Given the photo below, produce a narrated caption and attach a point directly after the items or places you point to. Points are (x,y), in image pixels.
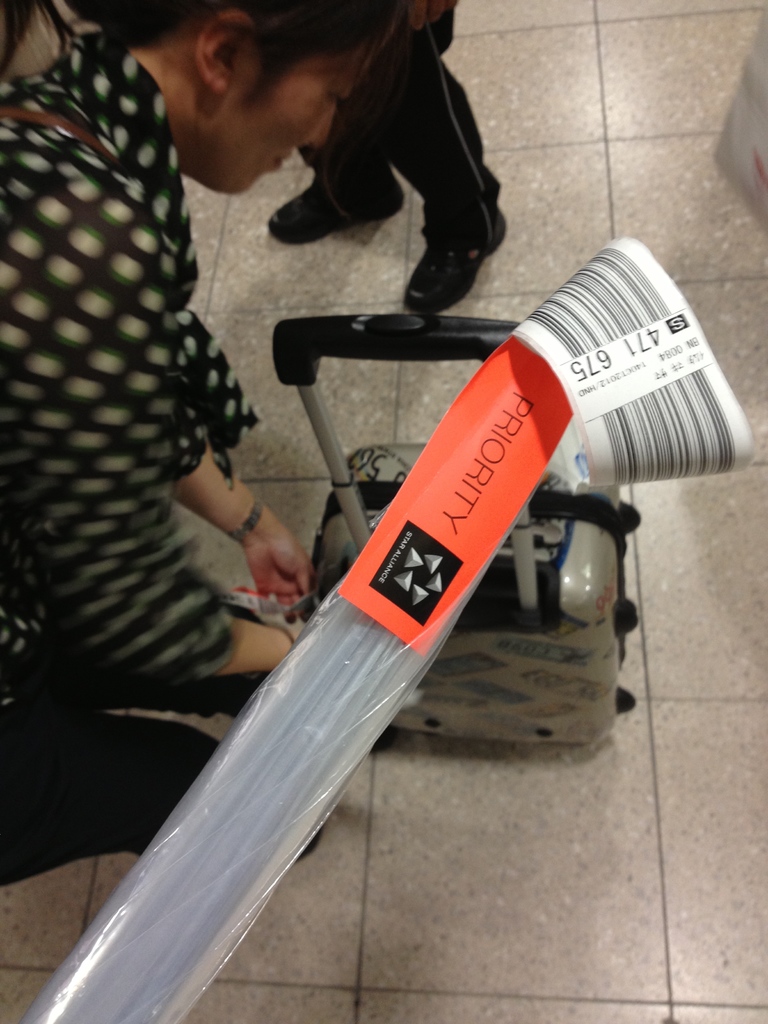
In this image, we can see persons (361,161) wearing clothes (94,439). There is a trolley bag (557,636) and plastic cover (426,648) in the middle of the image (391,352).
